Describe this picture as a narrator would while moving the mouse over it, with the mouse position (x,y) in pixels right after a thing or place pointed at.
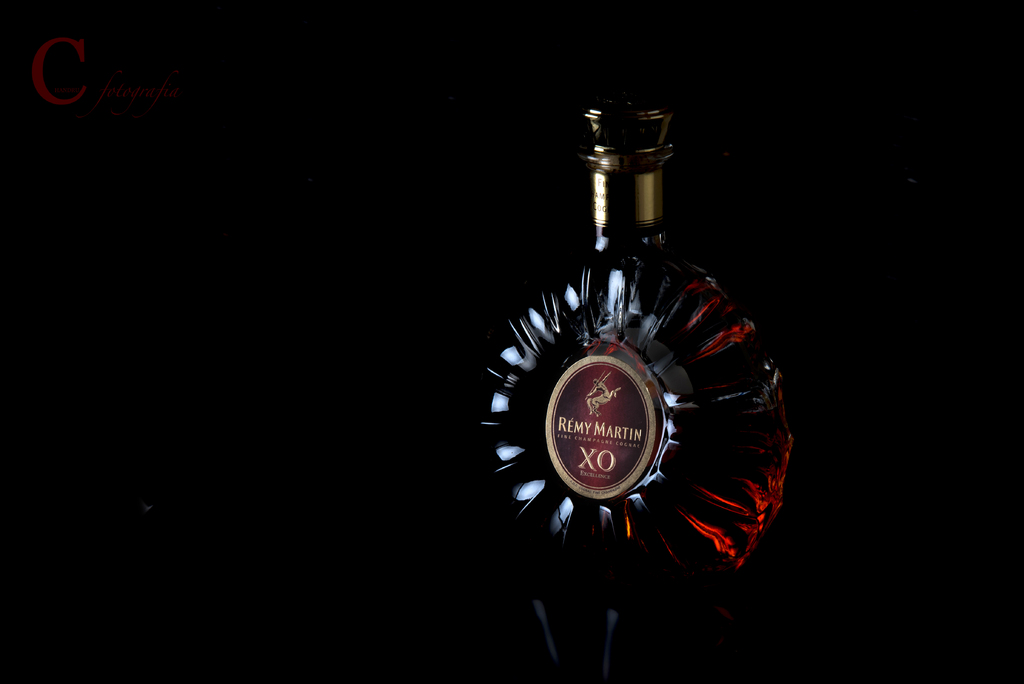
This image is clicked in dark room (336,437). In this image, there is a alcohol bottle (714,354). On which a sticker (570,483) is pasted. On the sticker (610,450) it is written as 'REMY MARTIN'.
